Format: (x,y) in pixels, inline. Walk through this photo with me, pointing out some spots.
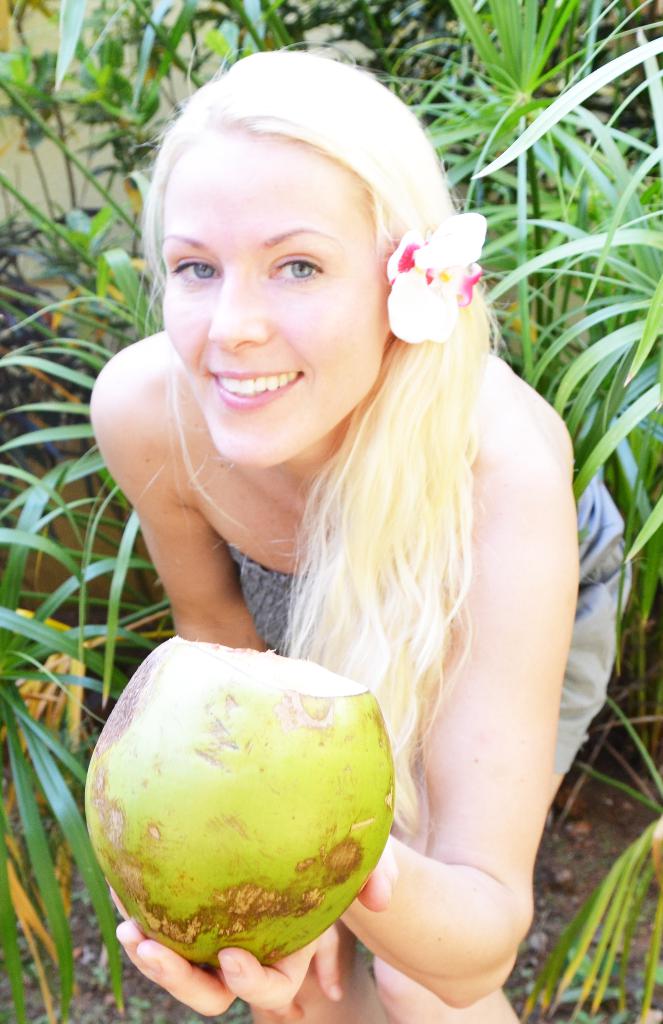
In this picture there is a girl (451,376) in the center of the image (367,431), by holding a coconut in her hand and there is greenery (2,465) around the area of the image.
